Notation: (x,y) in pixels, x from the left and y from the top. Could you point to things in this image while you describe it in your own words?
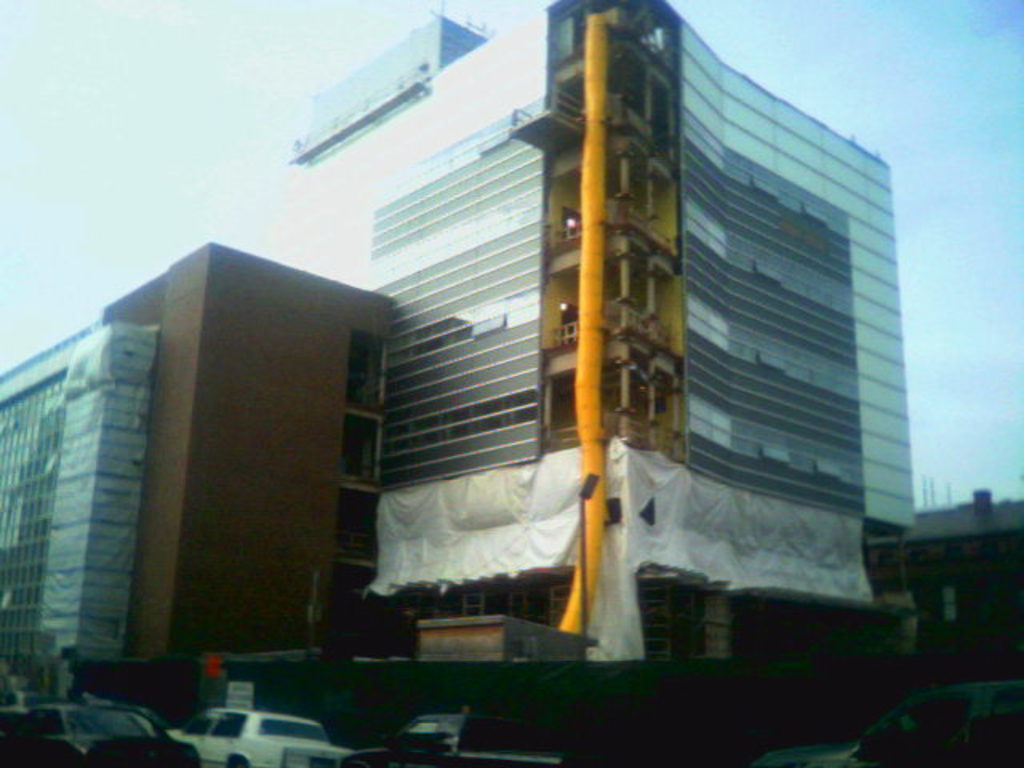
In this picture we can see vehicles (424,721), buildings (160,351) and in the background (846,16) we can see the sky (857,123).
